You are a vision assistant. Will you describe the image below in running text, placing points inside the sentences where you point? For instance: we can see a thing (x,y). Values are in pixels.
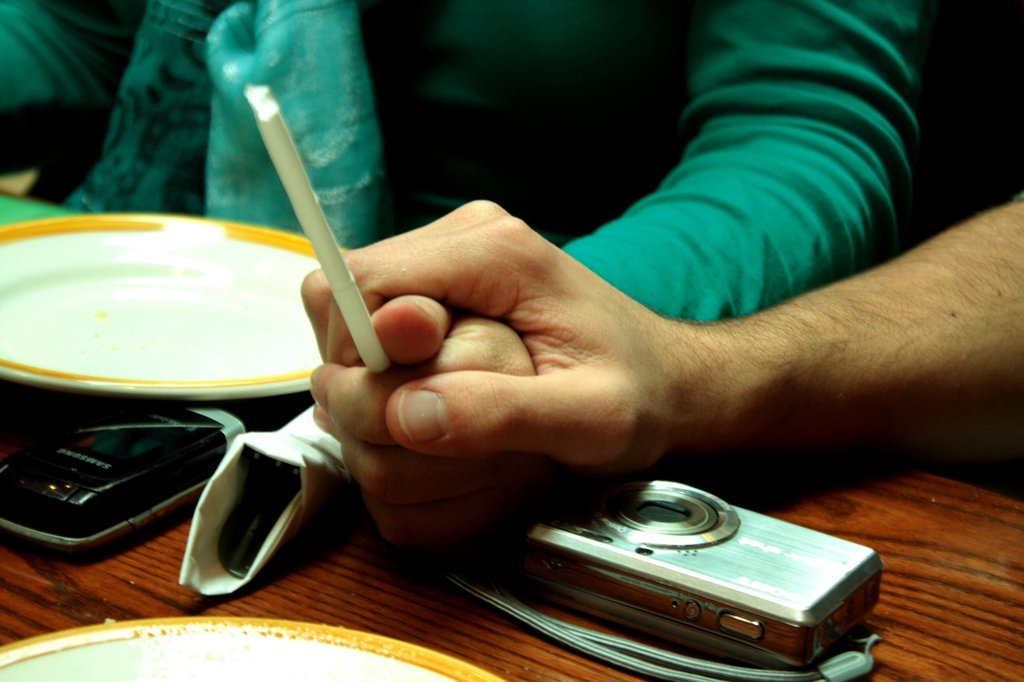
In this image we can see a person (514,403) holding another person's hand (494,422). There is a camera (749,581), mobile phone (99,473) and plate (231,329) on the table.
